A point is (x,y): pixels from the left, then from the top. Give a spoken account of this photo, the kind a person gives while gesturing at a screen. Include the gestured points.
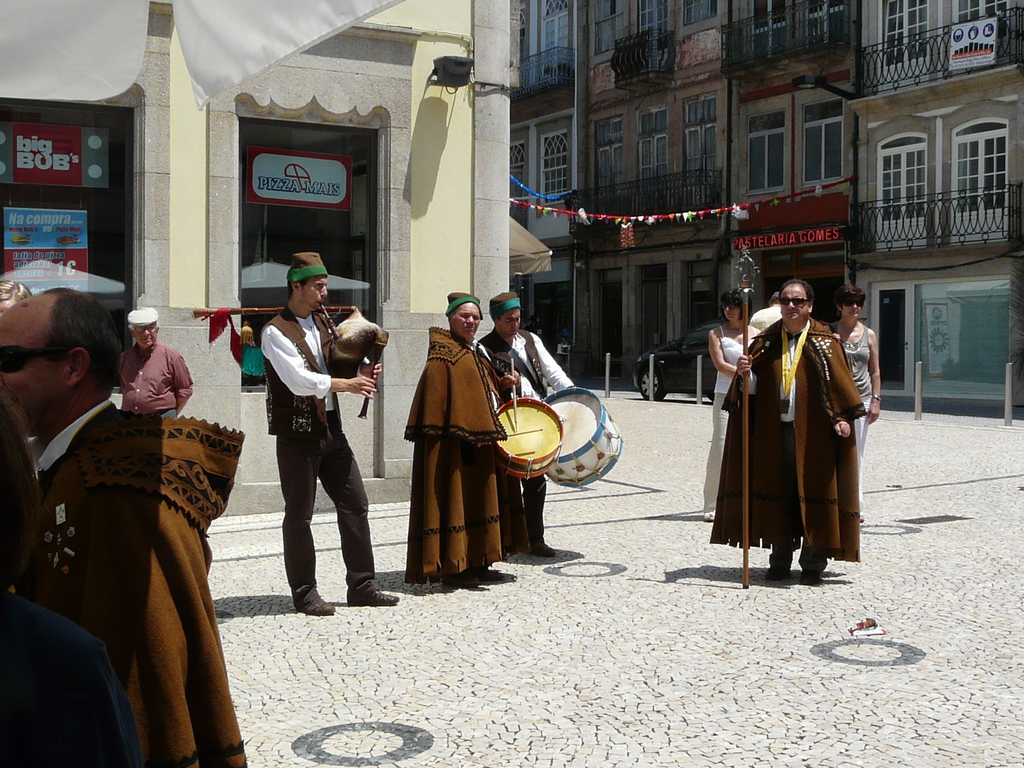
In this image i can see a group of people (553,367) standing, person (342,379) standing here are playing some musical instruments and at right (865,415), the person (792,415) walking on the road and few persons (735,344) standing at the back ground (579,158) i can see a building (453,173), a window (351,221), a light (457,68), there are few posters (325,173) attached to a glass (342,131) on a door (328,184) the persons (458,427) wearing a dress (455,411) brown and white in color, there is a board (775,241) to a building (772,227).
